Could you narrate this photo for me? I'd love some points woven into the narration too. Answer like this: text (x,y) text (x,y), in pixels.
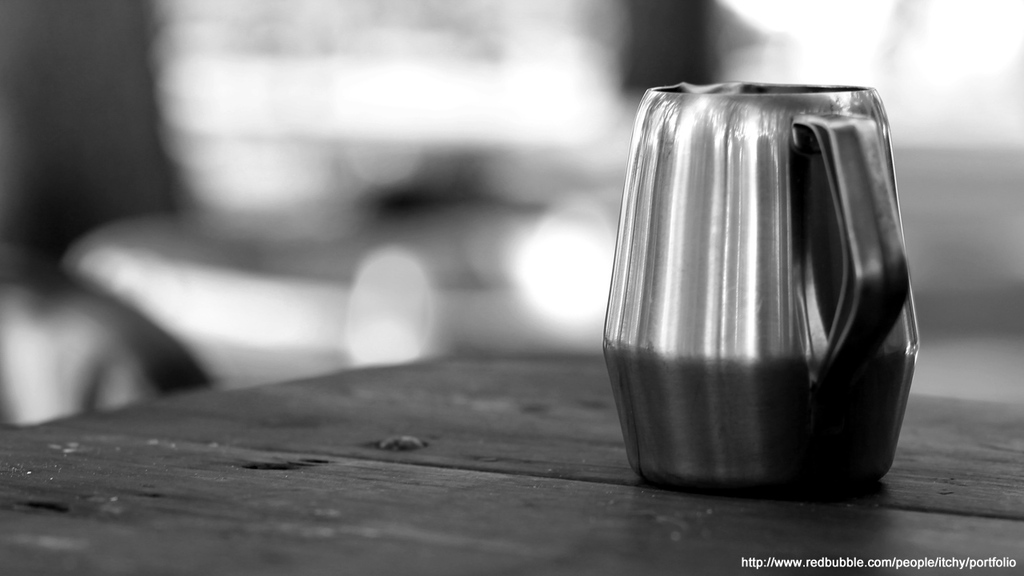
This is a black and white picture, in this image we can see a cup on the table (482,456) and the background (932,15) is blurred, at the bottom of the image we can see some text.
